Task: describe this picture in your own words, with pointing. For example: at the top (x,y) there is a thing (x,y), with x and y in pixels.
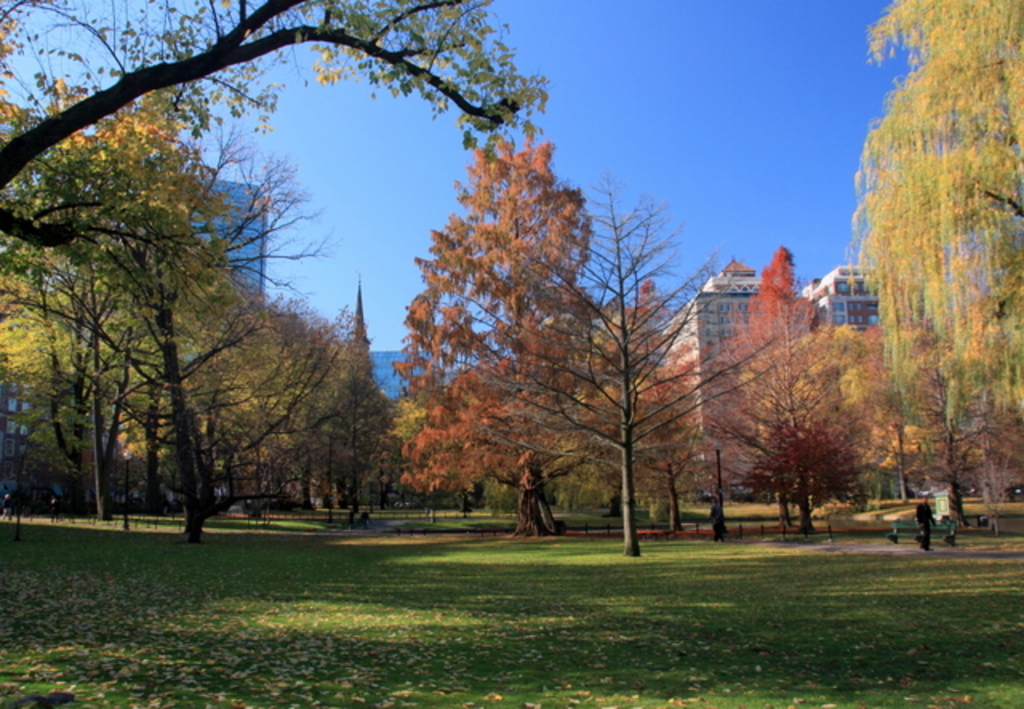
In this image I can see the grass (432,620), a person (923,513) standing, a bench (908,528) and few trees (494,432). In the background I can see few other persons (59,504), few buildings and the sky (370,149).
